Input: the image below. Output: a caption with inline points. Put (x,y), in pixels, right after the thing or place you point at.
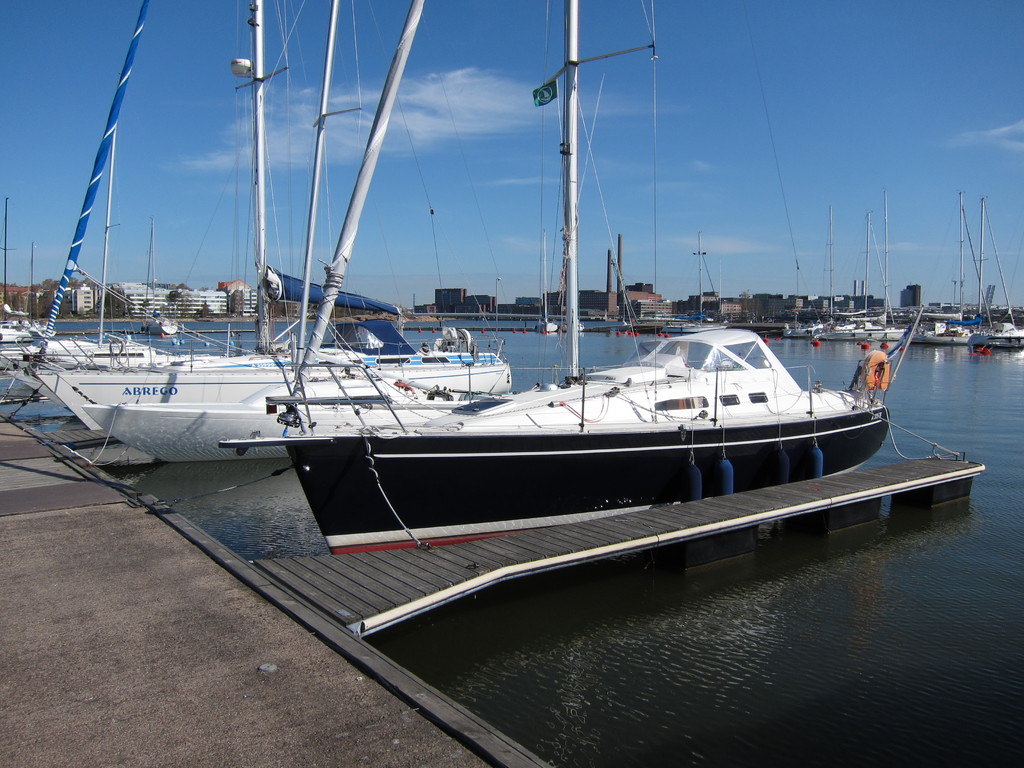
In this image I can see a boat (432,480) which is black and white in color and few other boats (226,387) which are white in color are tied to the shore (241,567) with the ropes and to the left side of the image (78,633) I can see the ground (46,588). In the background (528,364) I can see the water (528,350), few buildings (520,311), few trees (169,298), few boats (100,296) and the sky (837,166).
